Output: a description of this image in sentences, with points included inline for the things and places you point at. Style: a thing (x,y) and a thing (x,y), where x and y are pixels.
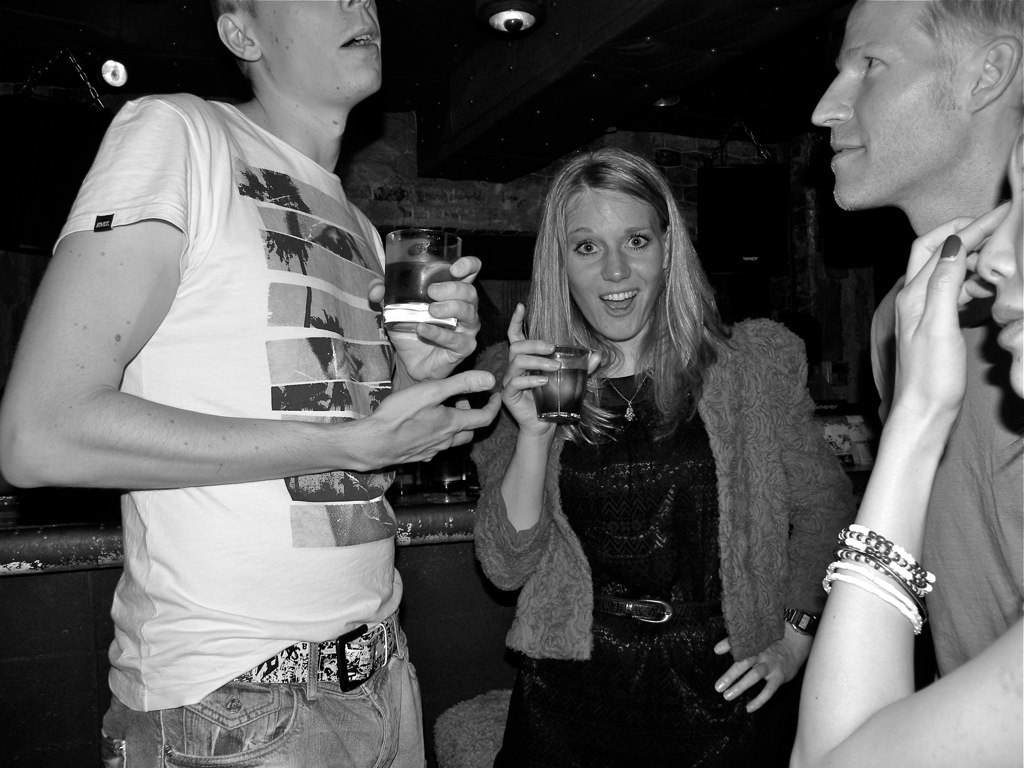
In the image we can see the black and white picture of two men (187,385) and two women (732,574) wearing clothes (949,459). The left side man (291,440) and woman (526,496) are holding a glass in their hands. Here we can see lights (495,13) and the right side woman (900,586) is wearing the bracelet (871,570), and the background (697,127) is dark.
